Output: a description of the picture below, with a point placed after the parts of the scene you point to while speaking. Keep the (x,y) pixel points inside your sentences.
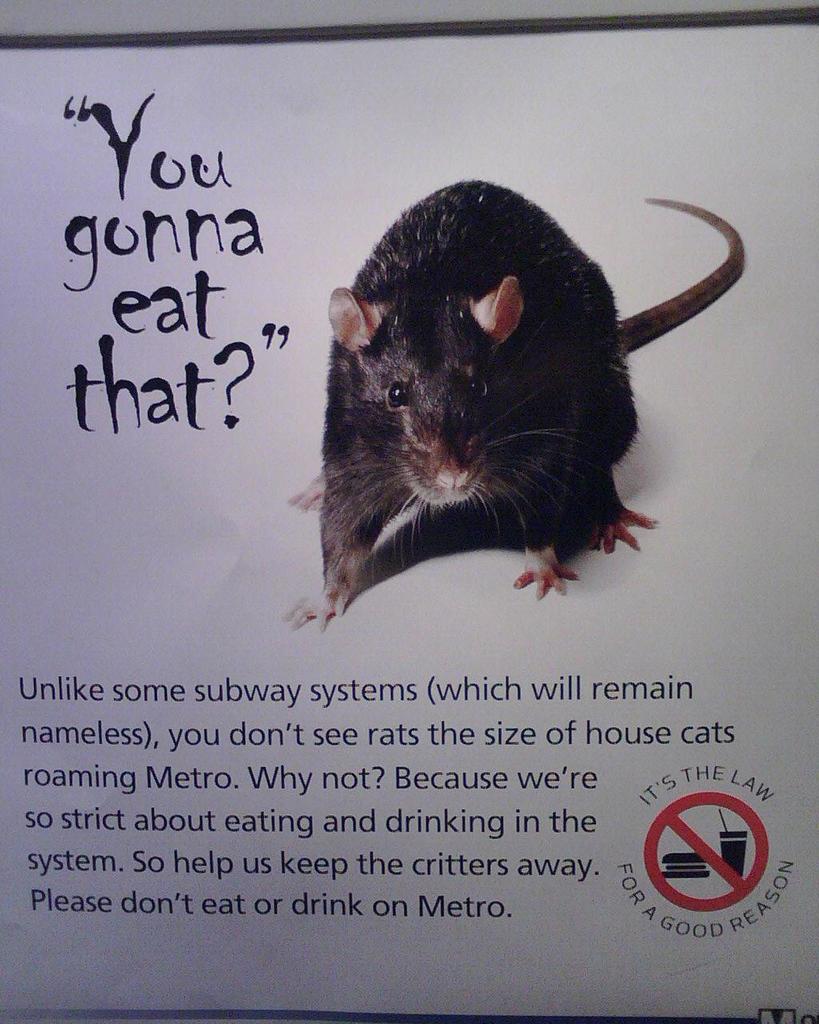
In the picture I can see a photo (502,476) of a rat (393,405) and something written on a white color board (571,627).
